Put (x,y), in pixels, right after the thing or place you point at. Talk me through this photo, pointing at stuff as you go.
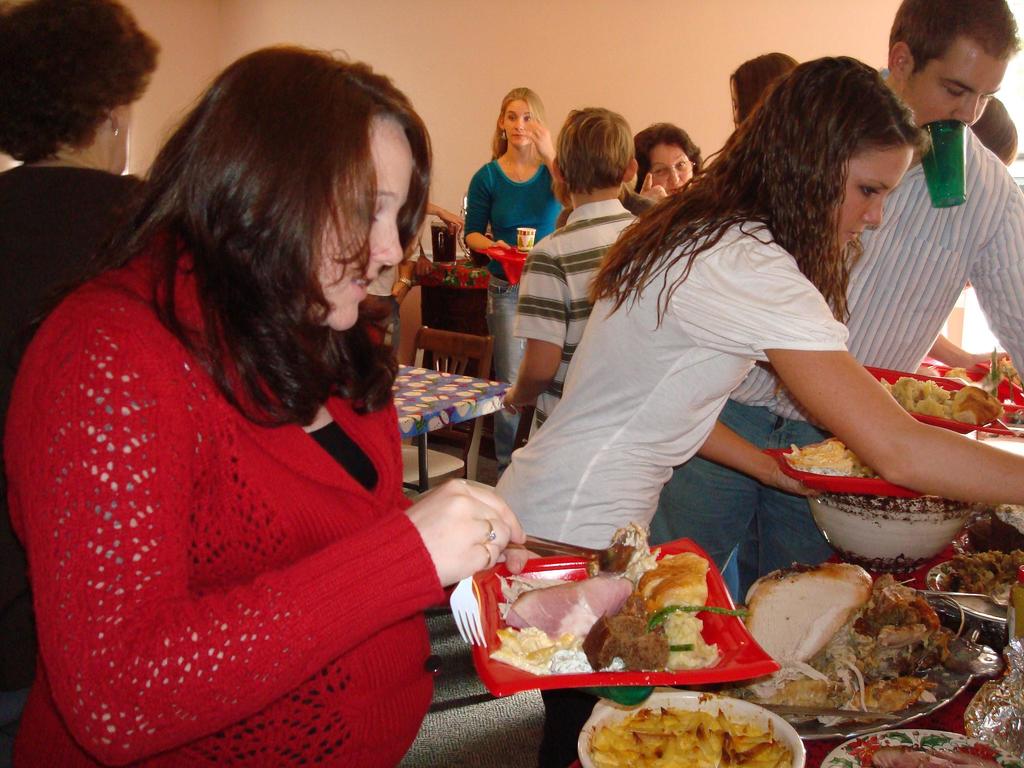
In this image in the center (644,323) there are group of persons (807,246) standing. On the right side (916,610) in the front (945,730) on the table (933,729) there are foods (851,646). In the background (523,193) there is a woman (500,198) standing and holding a plate (513,267) and there is a table (439,400) which is covered with a blue colour cloth (434,403) and there is an empty chair (452,352).
